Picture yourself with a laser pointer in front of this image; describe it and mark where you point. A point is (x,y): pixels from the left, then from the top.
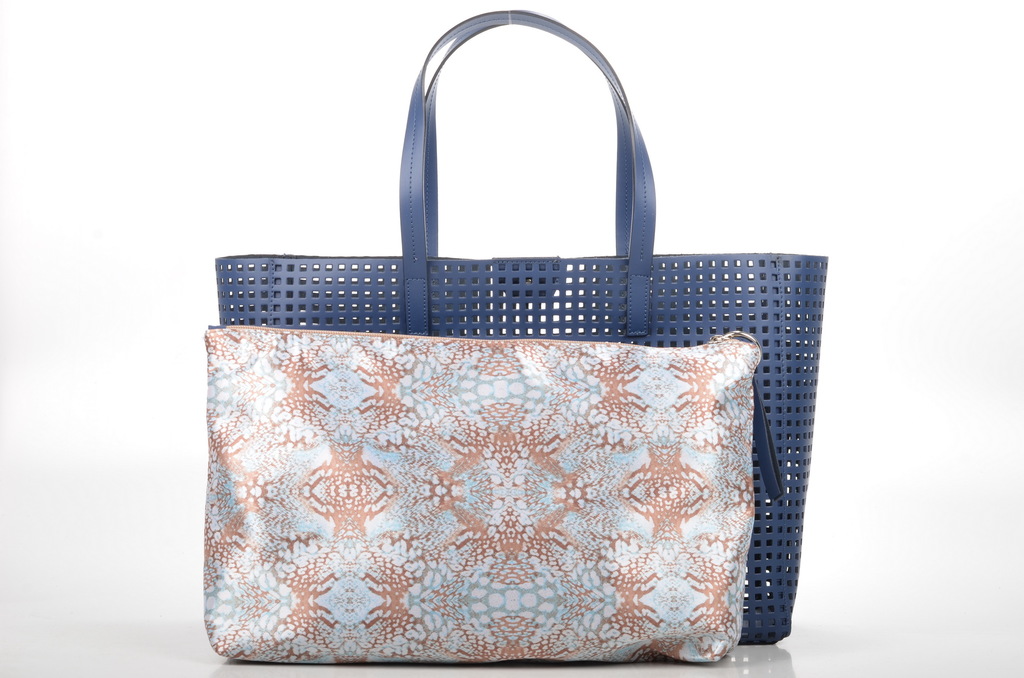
As we can see in the image there is a handbag (498,291) and pouch (451,433).
